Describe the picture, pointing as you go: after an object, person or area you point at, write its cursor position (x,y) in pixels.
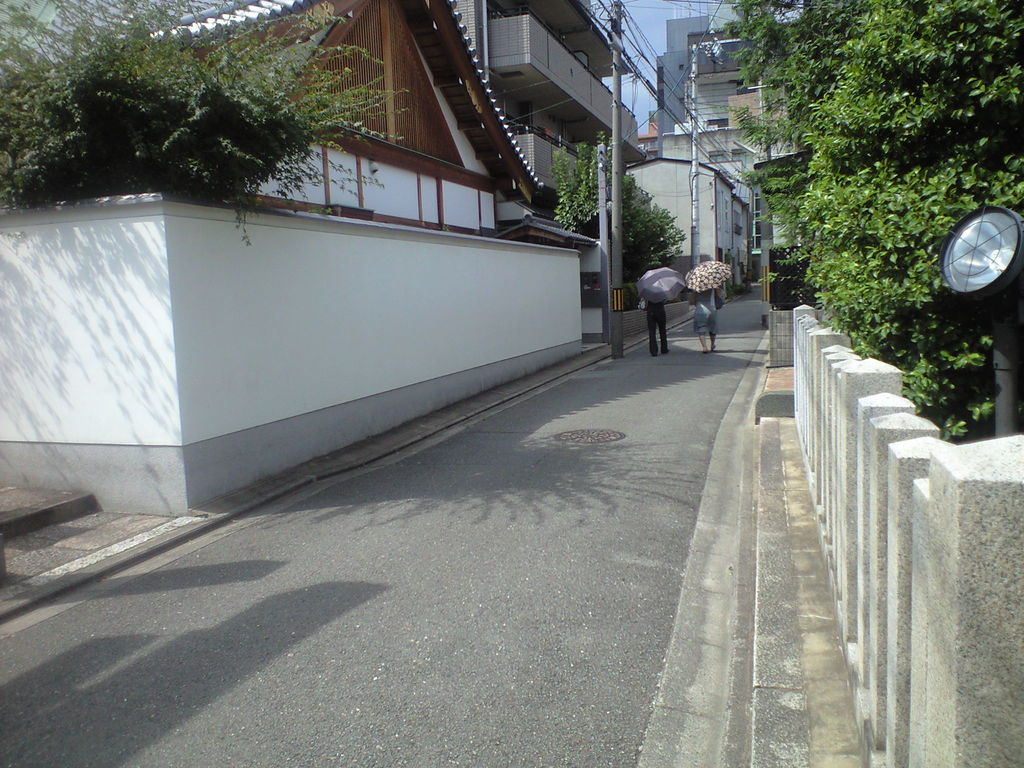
In this image, there is an outside view. There are two persons (713,294) in the middle of the image (659,315) holding umbrellas (662,282) on the road (753,344). There are buildings (664,77) at the top of the image (622,73). There are trees (887,232) in the top right of the image (873,178).
